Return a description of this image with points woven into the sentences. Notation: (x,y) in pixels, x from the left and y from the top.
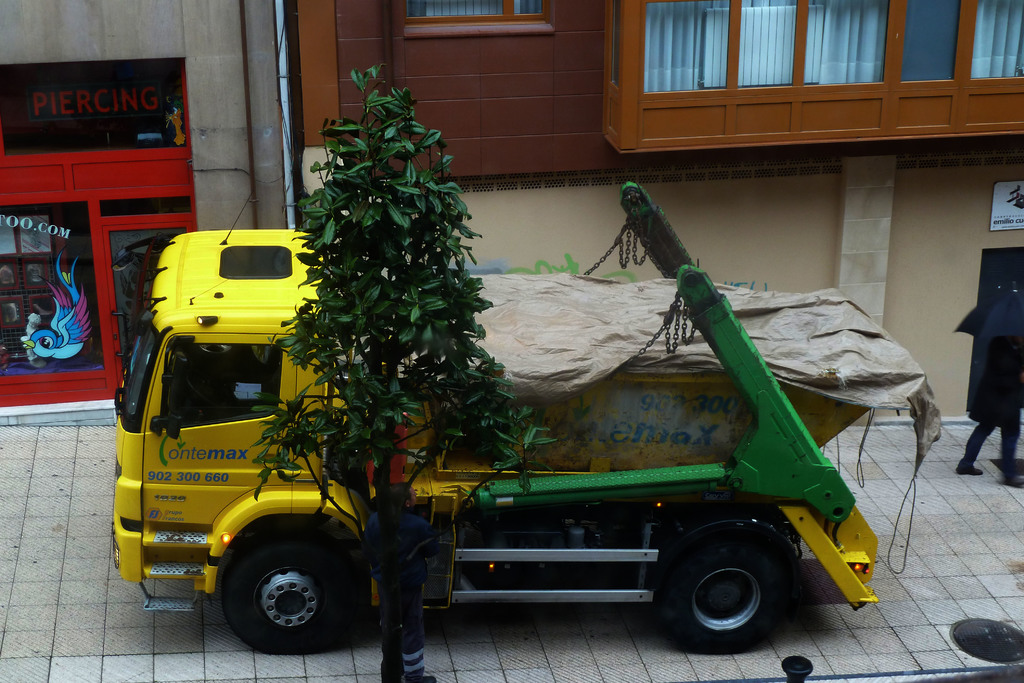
In this image we can see a truck (734,539) on the footpath (488,652). We can also see a person (376,545) standing beside a tree (384,529). On the backside (623,106) we can see a building (788,220) with windows (633,93).
